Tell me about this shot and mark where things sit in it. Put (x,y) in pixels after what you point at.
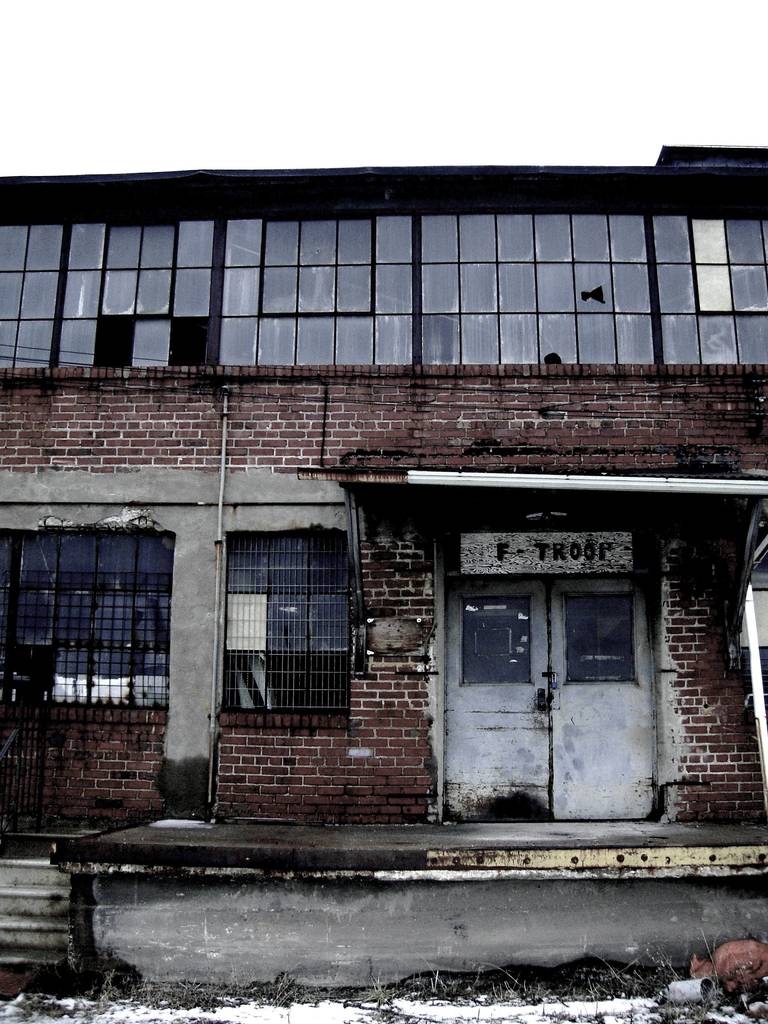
In this image I can see a building (482,422), windows (617,643), doors (611,724). I can see a brick wall (393,748) and stairs (52,925).
